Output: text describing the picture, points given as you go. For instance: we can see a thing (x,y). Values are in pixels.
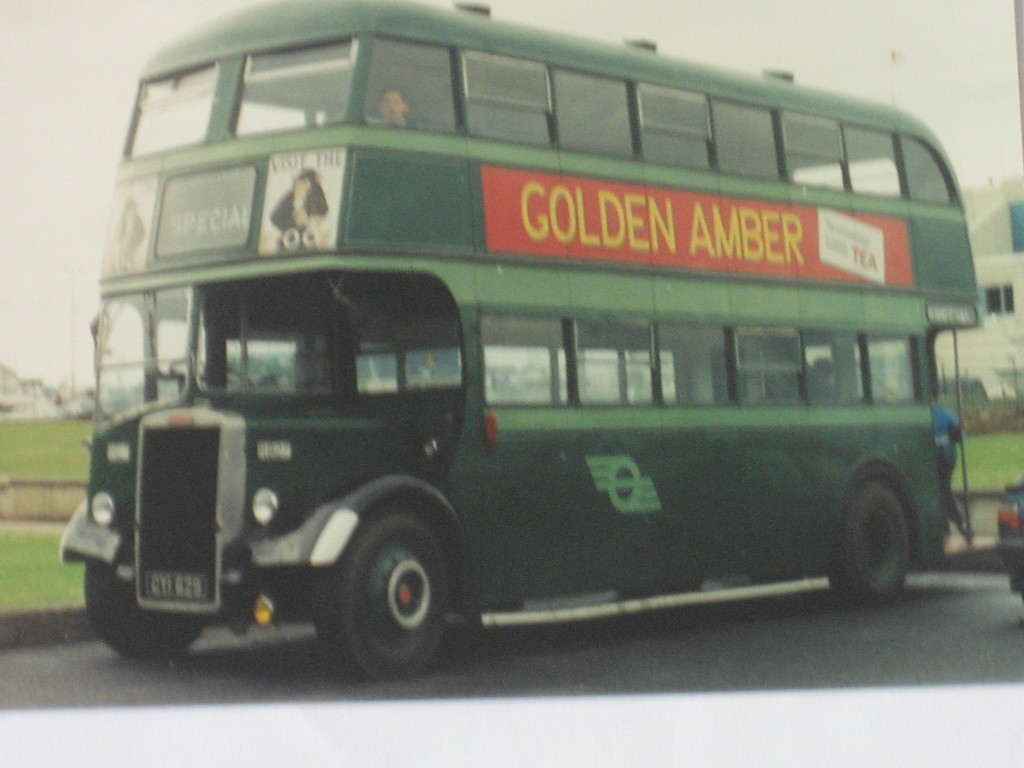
In the picture I can see a double decker bus (499,466) which is in green color and there is something written on it and there is greenery ground (42,476) beside it in the left corner (53,456) and there are some other objects (987,267) in the background (987,267).
